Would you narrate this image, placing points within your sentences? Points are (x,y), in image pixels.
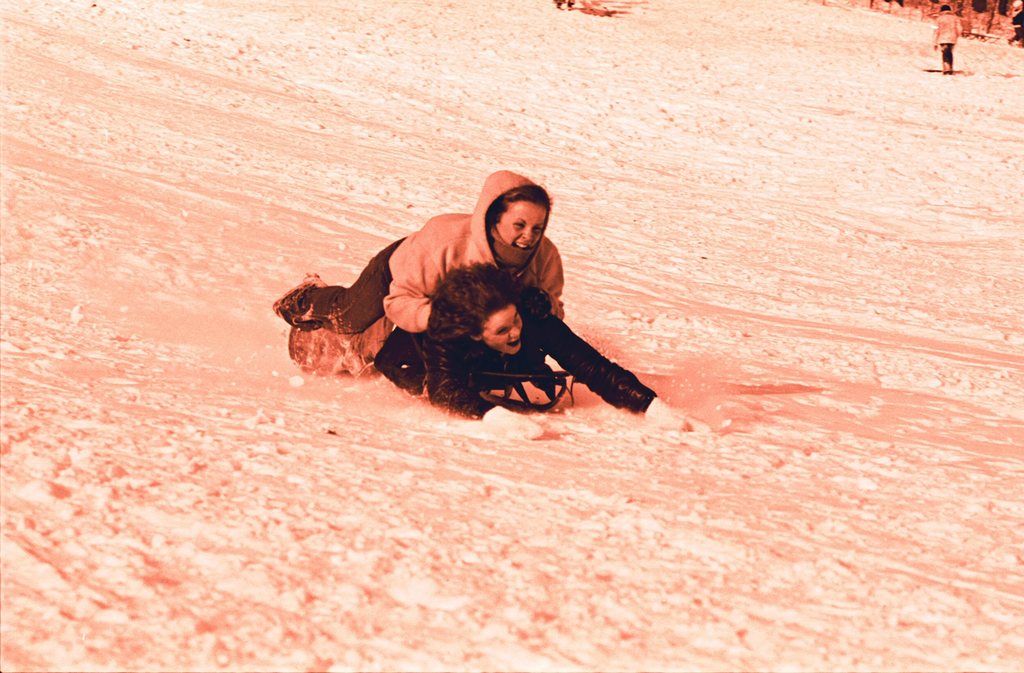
In this image I can see two persons (484,306). In front (476,328) the person (471,347) is wearing black color dress (469,362), background I can see the other person (951,70) standing.
